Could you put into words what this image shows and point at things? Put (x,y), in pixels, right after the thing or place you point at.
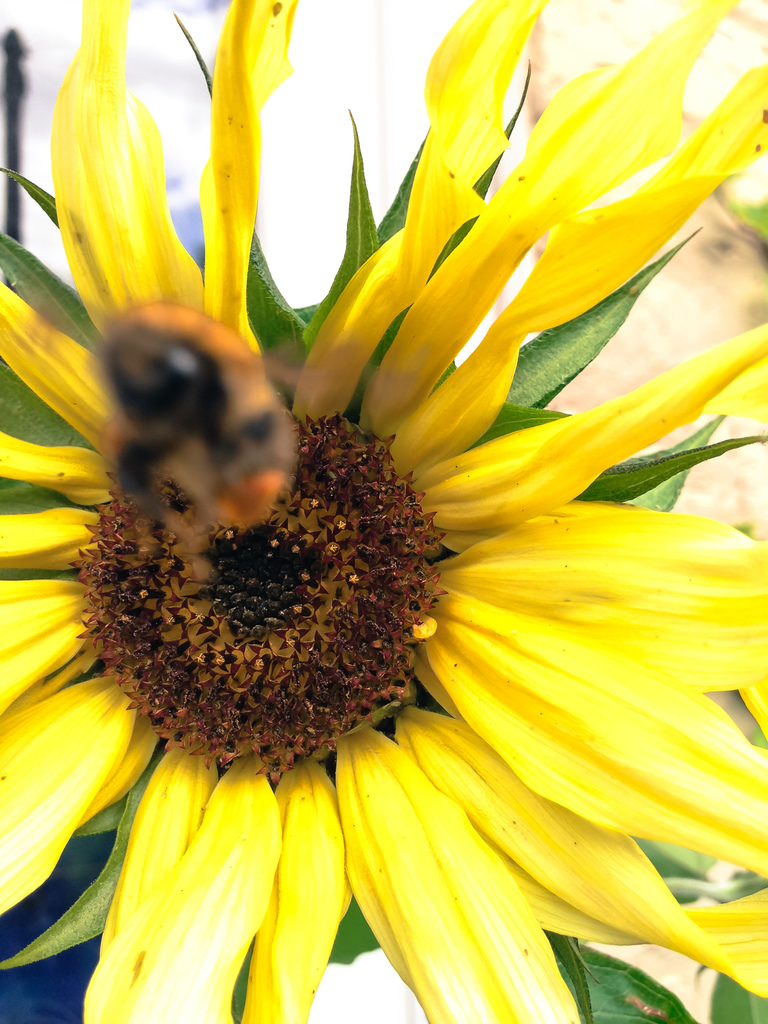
In this image, we can see a bee (199,474) on the flower (366,524) and there are leaves (551,381).
